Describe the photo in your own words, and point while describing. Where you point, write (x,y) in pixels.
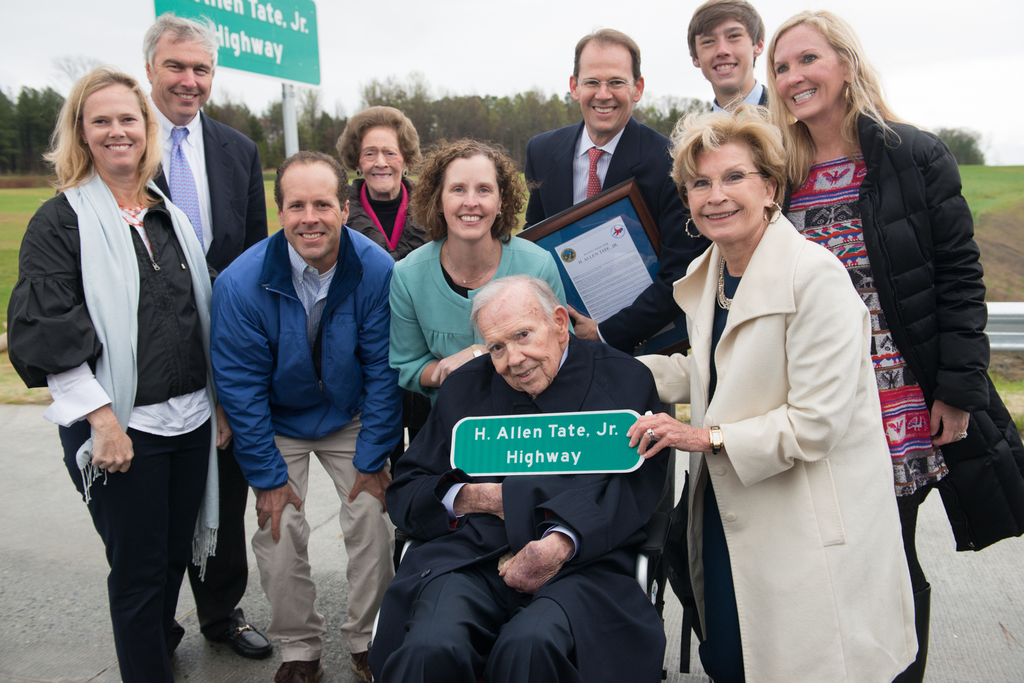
In the middle (612,389) a man (547,524) is sitting on the wheelchair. He wore coat (575,513), trouser (511,602). Many people (441,369) are standing around him and smiling. On the left side (267,63) there is a sign board (281,70). At the back side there are trees (523,147) in this image.
